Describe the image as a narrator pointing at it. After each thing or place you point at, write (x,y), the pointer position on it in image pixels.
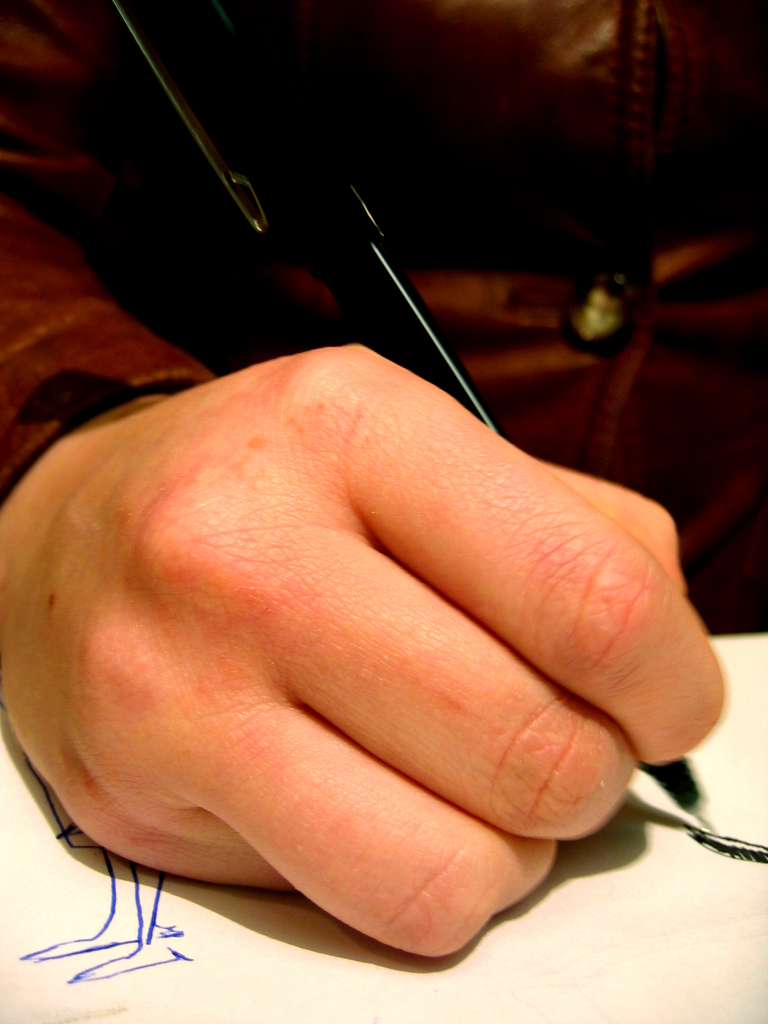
In this picture we can see a person (474,209) holding pen (304,212) and writing on the paper (689,898).
